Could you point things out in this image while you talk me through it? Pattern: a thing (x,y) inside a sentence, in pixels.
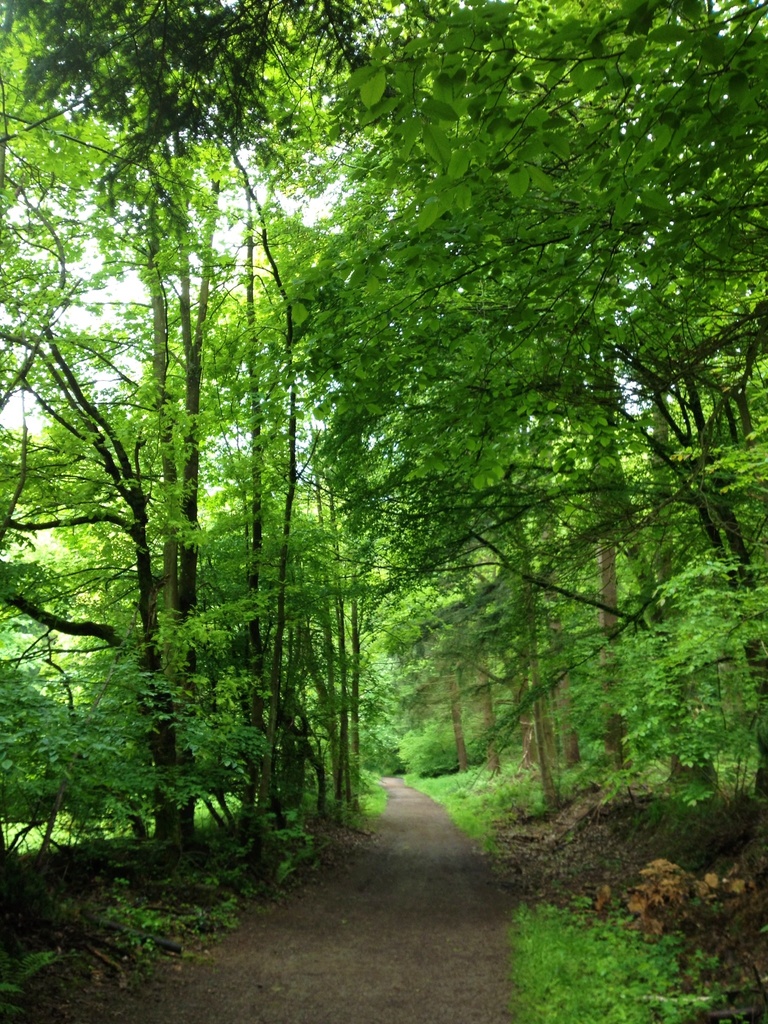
In the image we can see some trees (436,114) and grass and road (189,1010).
